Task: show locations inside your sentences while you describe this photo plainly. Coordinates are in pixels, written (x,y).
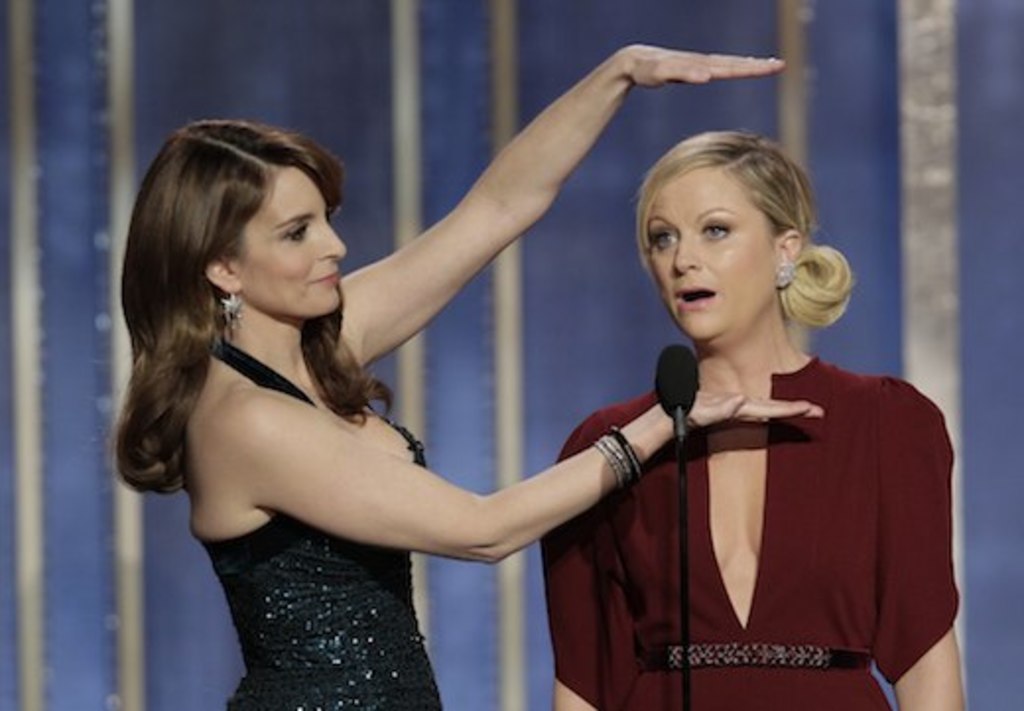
In this image there are two people (482,507), a microphone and a curtain (440,150).
